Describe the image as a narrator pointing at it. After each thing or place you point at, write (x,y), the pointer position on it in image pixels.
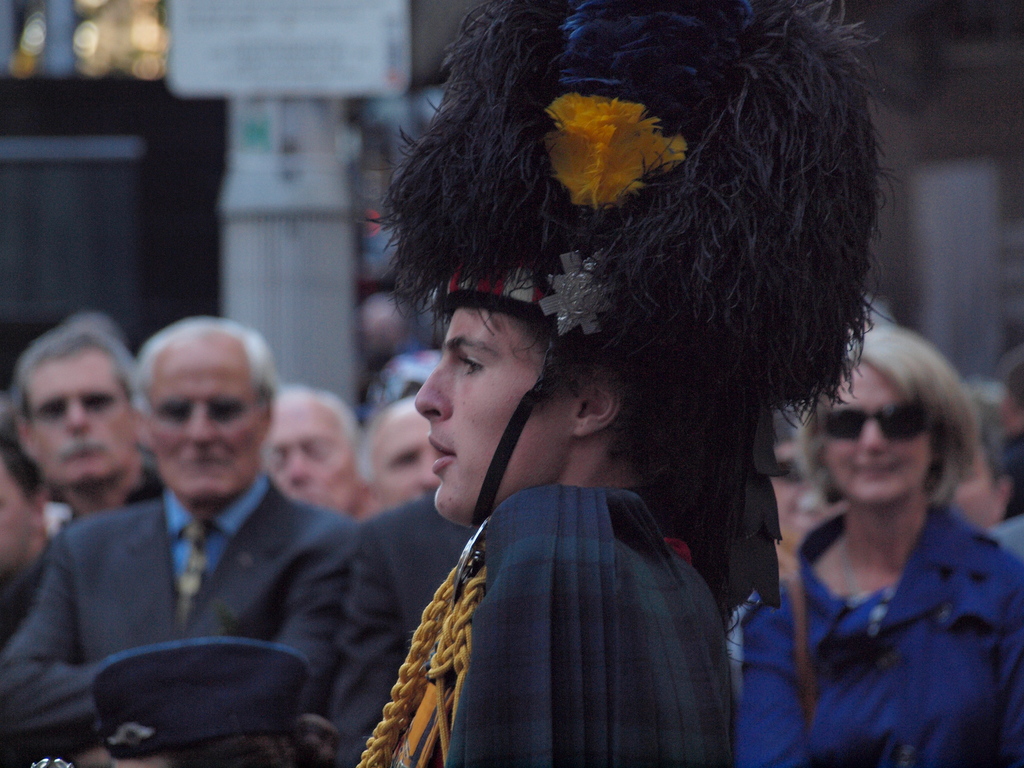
In this image I can see a person (625,251) wearing a feathered hat (673,251) on his head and I can see there are group of persons (860,484) visible in the middle (370,484) and I can see a beam (242,272) in the middle (343,282).
